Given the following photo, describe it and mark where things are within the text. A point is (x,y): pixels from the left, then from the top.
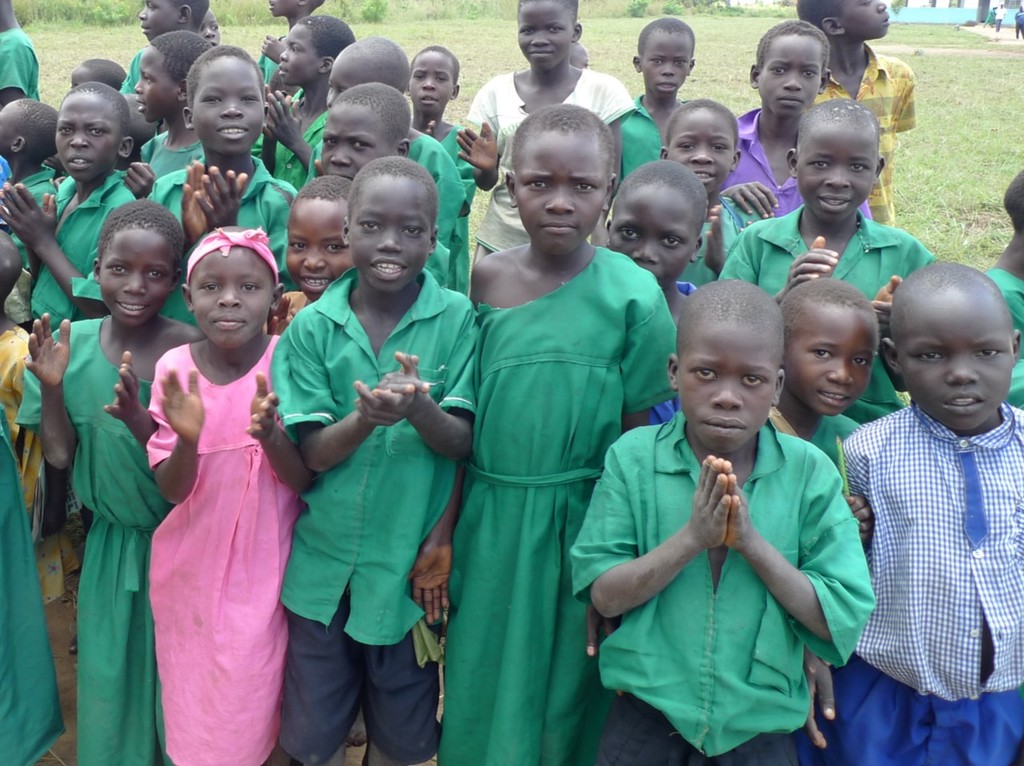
In this image there are many children (391,217). In the background (477,30) there is a grass (428,23), plants (388,13) and building (959,18).
